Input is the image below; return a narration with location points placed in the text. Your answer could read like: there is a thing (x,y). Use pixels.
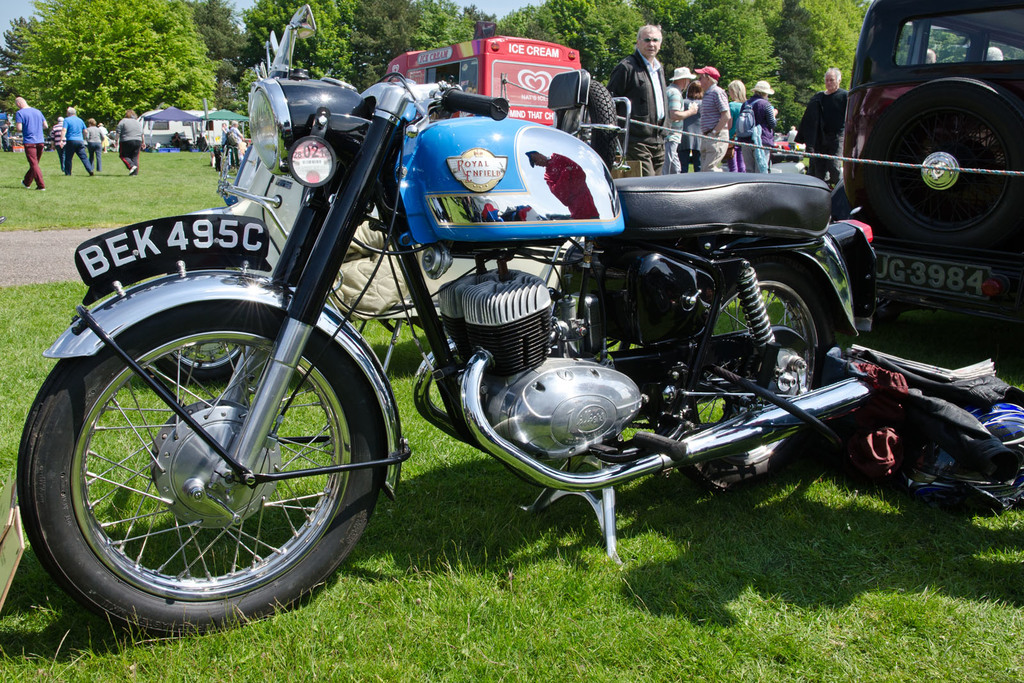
These are the motorbikes (266,342) and a car (911,70), which are parked. This looks like a luggage bag (934,409). I can see an ice cream truck (512,74). There are group of people (683,108) standing and few people (120,147) walking. This is the grass (302,617). I can see the canopy tents (224,114). These are the trees (513,26).
